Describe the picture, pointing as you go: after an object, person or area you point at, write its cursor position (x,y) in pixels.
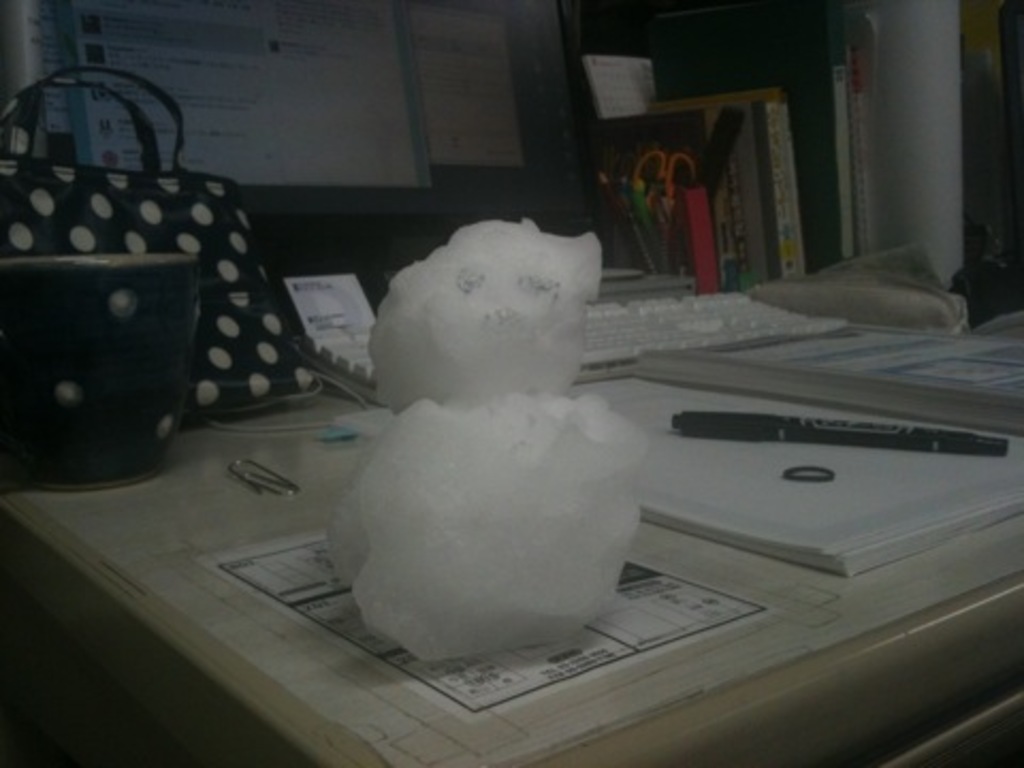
There is a table (220,541). On the table (362,691) there is a cup (181,365), bag (188,219), keyboard (643,305), computer (378,133), book (696,480), pen (835,438) and a white color thing (486,456) in the shape of a snow man (483,372). In the back (670,139) there are many items (769,145).
